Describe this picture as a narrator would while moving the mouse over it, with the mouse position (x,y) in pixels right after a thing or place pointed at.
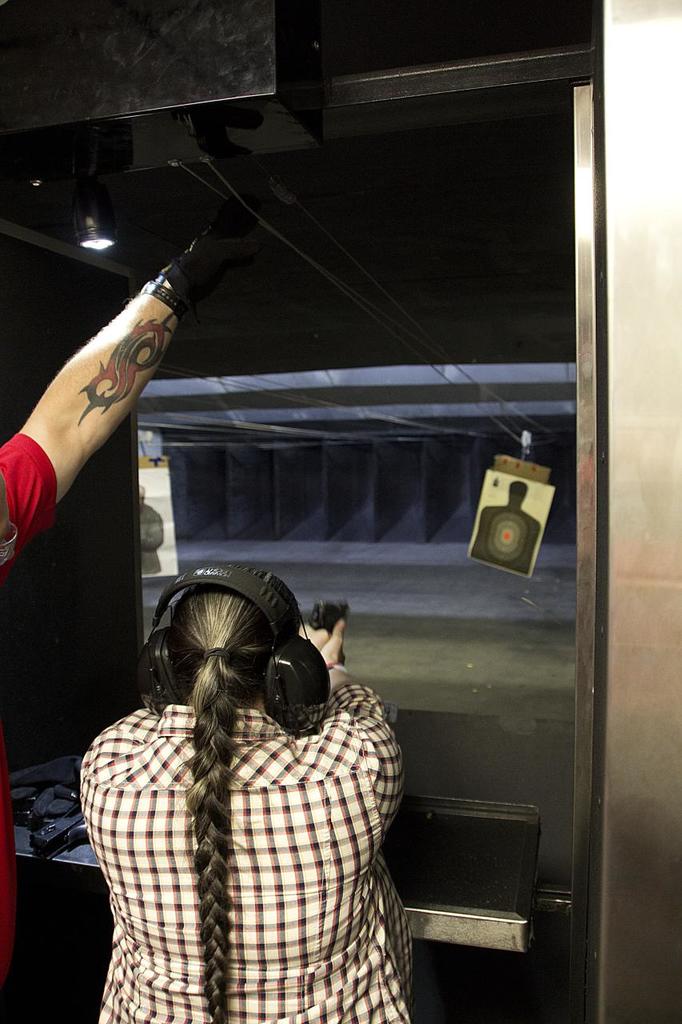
In this picture, there is a woman (276,884) at the bottom (164,777). She is holding a gun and targeting a board (535,527) containing a picture (484,534). She is wearing a check shirt (274,917). Towards the left corner (81,445), there is a person hand (77,358). On the hand (122,316), there is a tattoo (154,334). Before them, there is a window (500,316).
